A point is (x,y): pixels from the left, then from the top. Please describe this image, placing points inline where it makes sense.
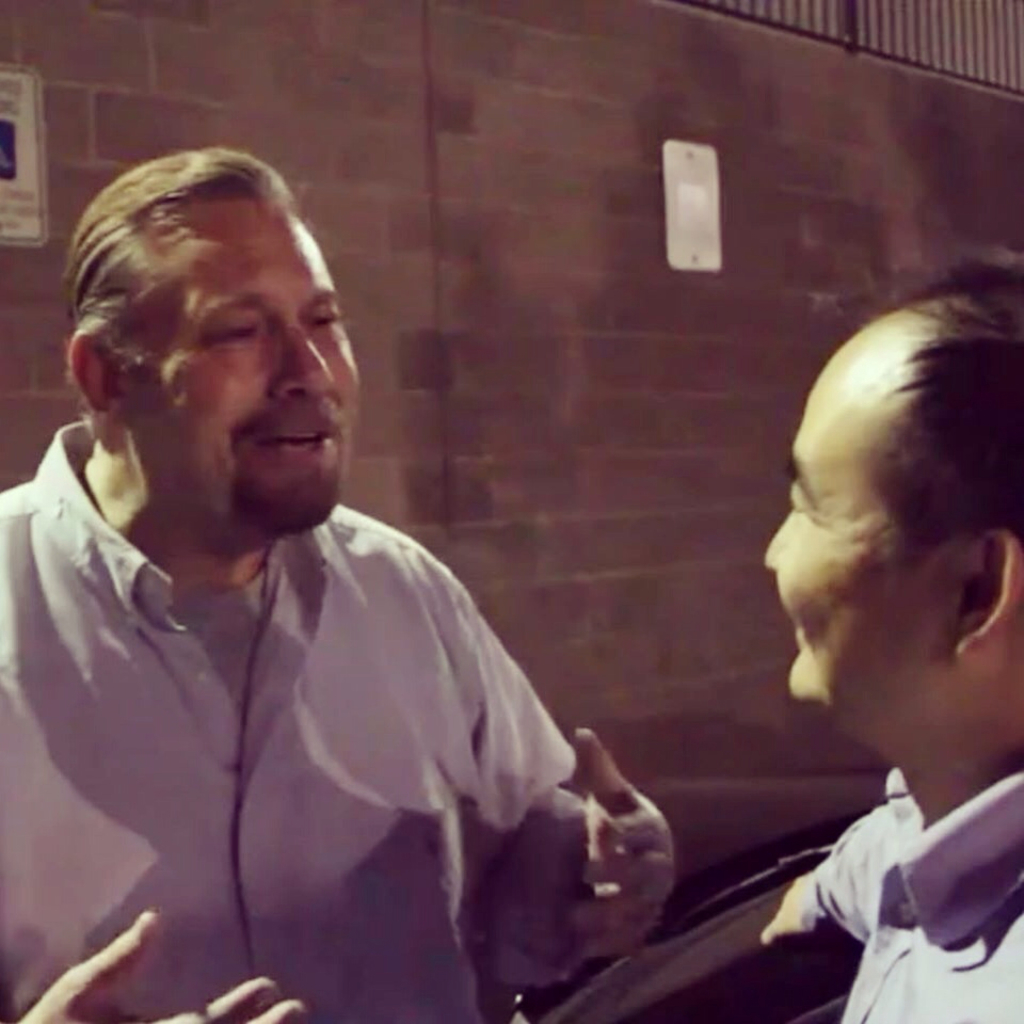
In the image there are two men (389,798). Behind them there is a wall (406,204) with posters (696,185). At the top of the image (840,31) there is a railing (845,31).
